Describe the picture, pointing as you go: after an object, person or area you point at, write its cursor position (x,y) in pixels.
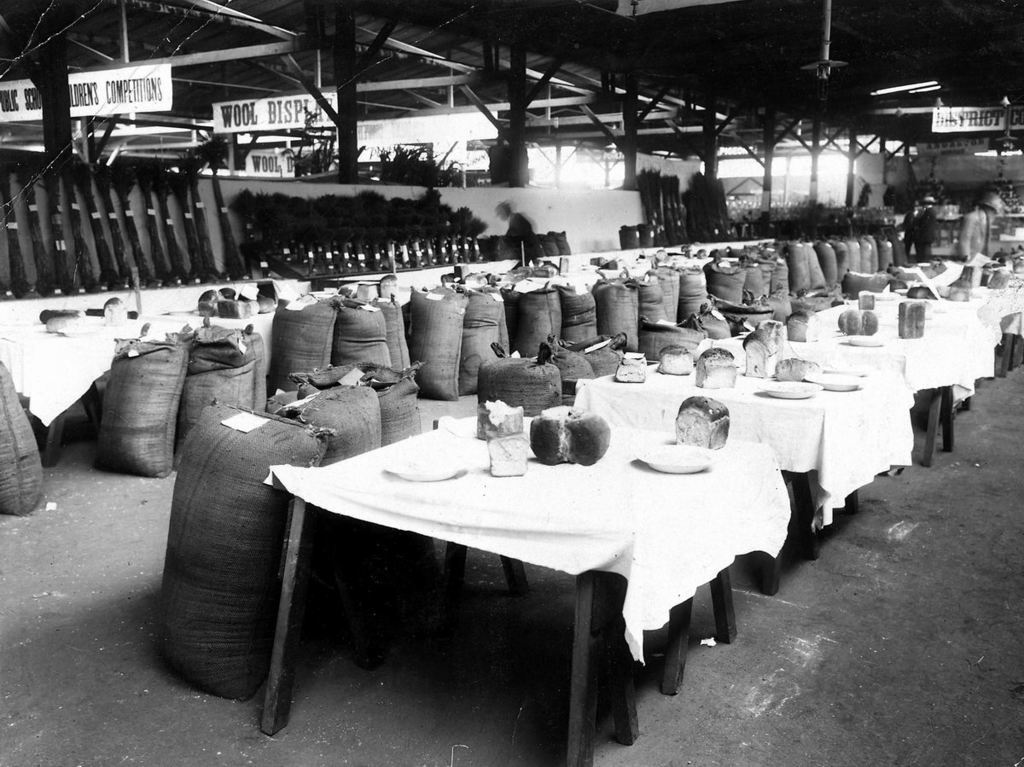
In this picture there are bags (207,540) and there are plates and objects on the tables (965,303) and the tables (684,588) are covered with white color clothes (951,351). At the back (715,182) there are three people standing and there are objects (295,227). At the top (159,68) there are boards (112,70) and there is text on the boards (159,68) and there is a roof (640,32). At the bottom (765,753) there is ground (822,629).
